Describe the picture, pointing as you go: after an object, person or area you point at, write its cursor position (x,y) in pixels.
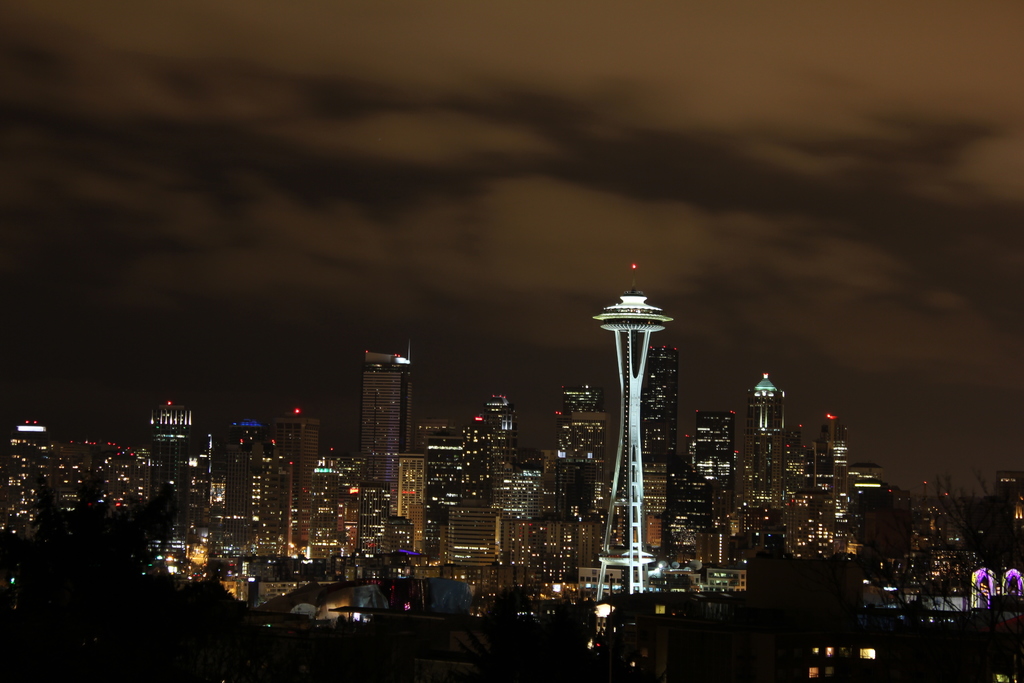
This image consists of many buildings (600,594) and skyscrapers (604,443). In the background (614,117), we can see the clouds (464,307) in the sky (435,344).
